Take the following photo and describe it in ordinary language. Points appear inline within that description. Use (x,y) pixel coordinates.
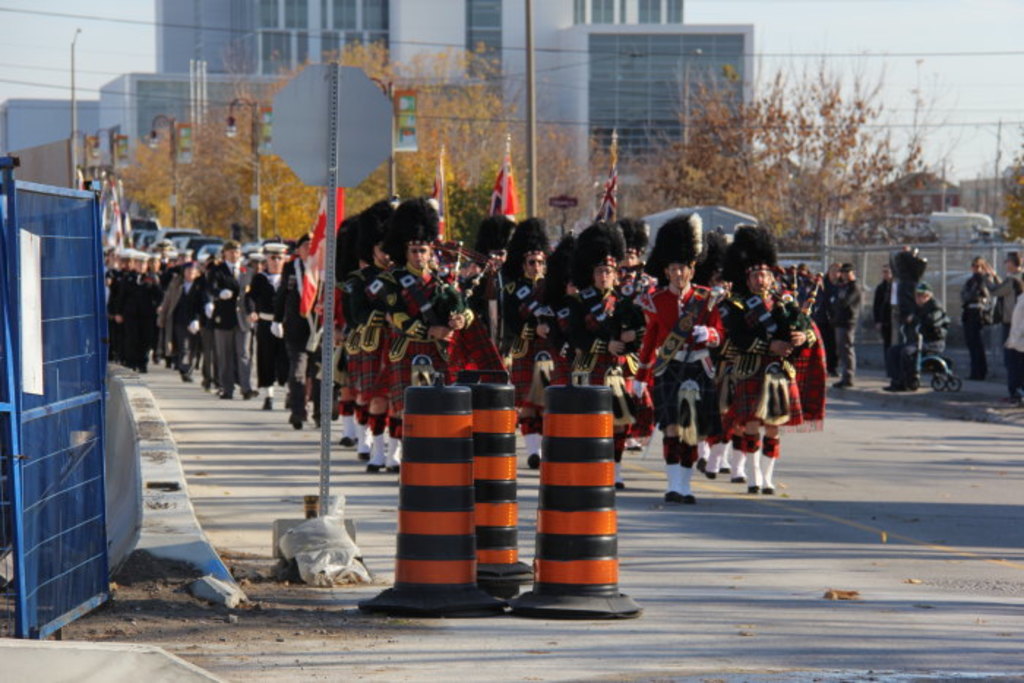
In this image, there are a few people (507,218). We can see the ground (894,587) with some objects (505,560). There are a few trees (543,187) and poles (529,192). We can see a blue colored object (84,354) on the left (79,453). We can see the wall (394,68). We can see some houses (512,38), flags (502,206) and wires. We can also see some vehicles (941,228) and the sky (964,150).
